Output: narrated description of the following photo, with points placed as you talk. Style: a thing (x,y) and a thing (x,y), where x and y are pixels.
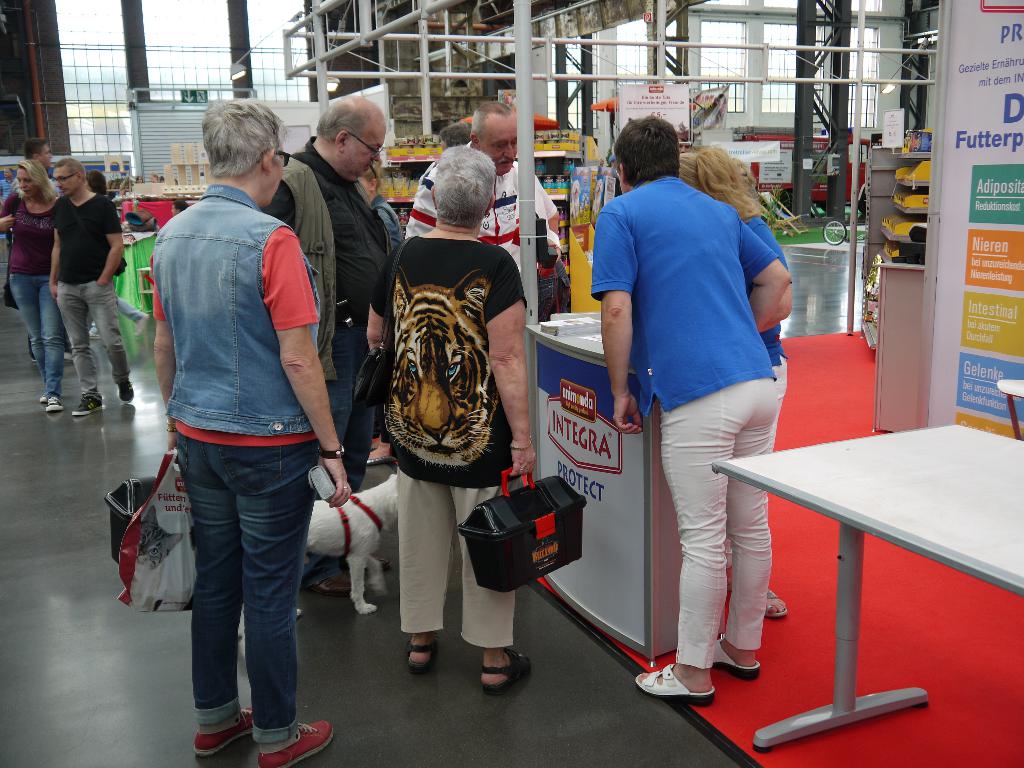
In this image I can see some people (361,356). I can see a dog (363,533). At the top (361,41) I can see the rods (417,35).
